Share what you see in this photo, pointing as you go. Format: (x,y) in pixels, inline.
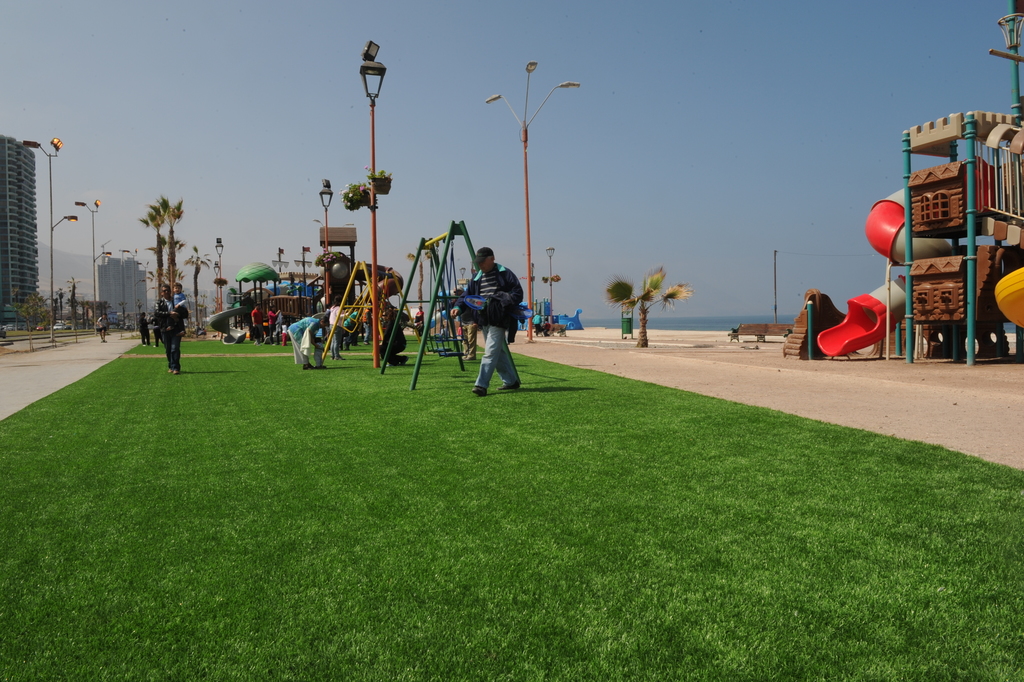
In this image I can see there are few playground equipment (458,349) for kids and there are little kids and persons (483,357) walking, there is some grass (399,425) on the floor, in the backdrop (22,201), there are few buildings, an ocean (790,321) at right side (732,315) and the sky (618,153) is clear.
